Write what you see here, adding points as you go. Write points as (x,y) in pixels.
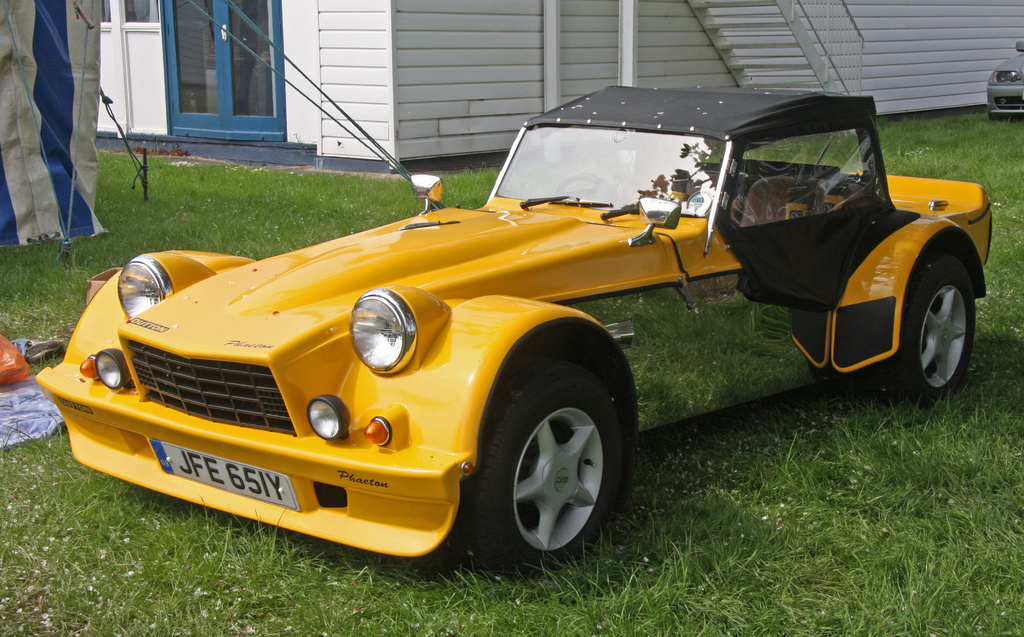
In this picture we can see vehicles (214,393) on the ground (720,495) and in the background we can see a shed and some objects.
